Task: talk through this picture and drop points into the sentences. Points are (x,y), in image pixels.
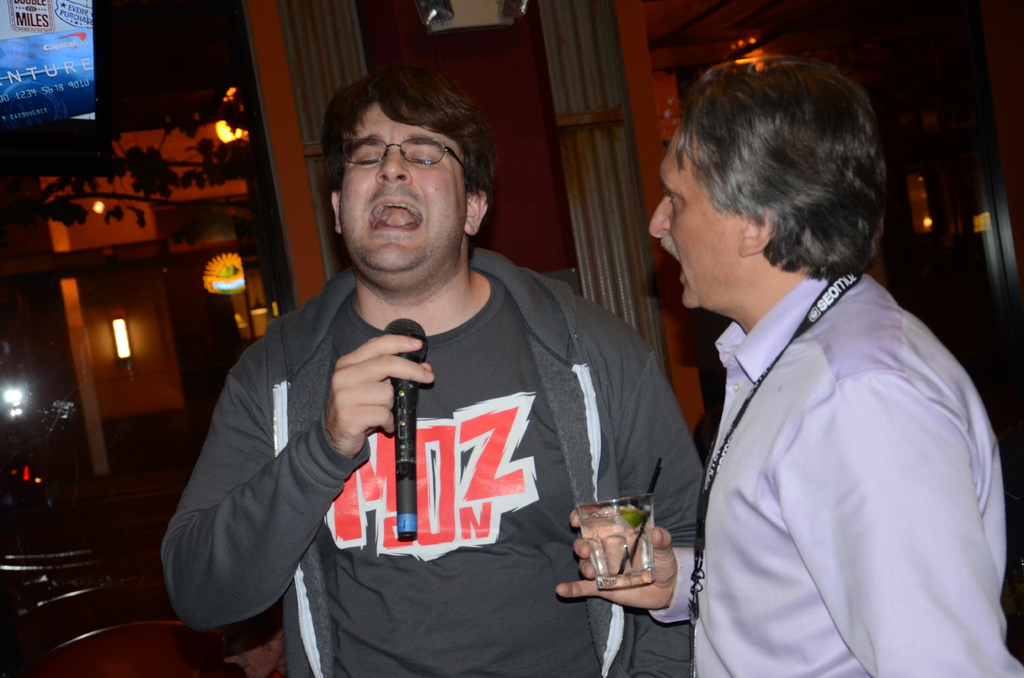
Here I can see two men (746,461). The man (730,430) who is on the right side (814,420) is holding a glass (650,568) in the hand (664,580) and looking at the another man (389,262) who is holding a mike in the hand (383,364) and singing. On the left side (57,587) there are few wooden objects (86,655). In the background (65,283) there is a building (203,279) and few lights (216,285) in the dark. In the top left-hand corner (228,148) few leaves (148,167) are visible and there is a screen (28,47) on which I can see some text (79,20).
